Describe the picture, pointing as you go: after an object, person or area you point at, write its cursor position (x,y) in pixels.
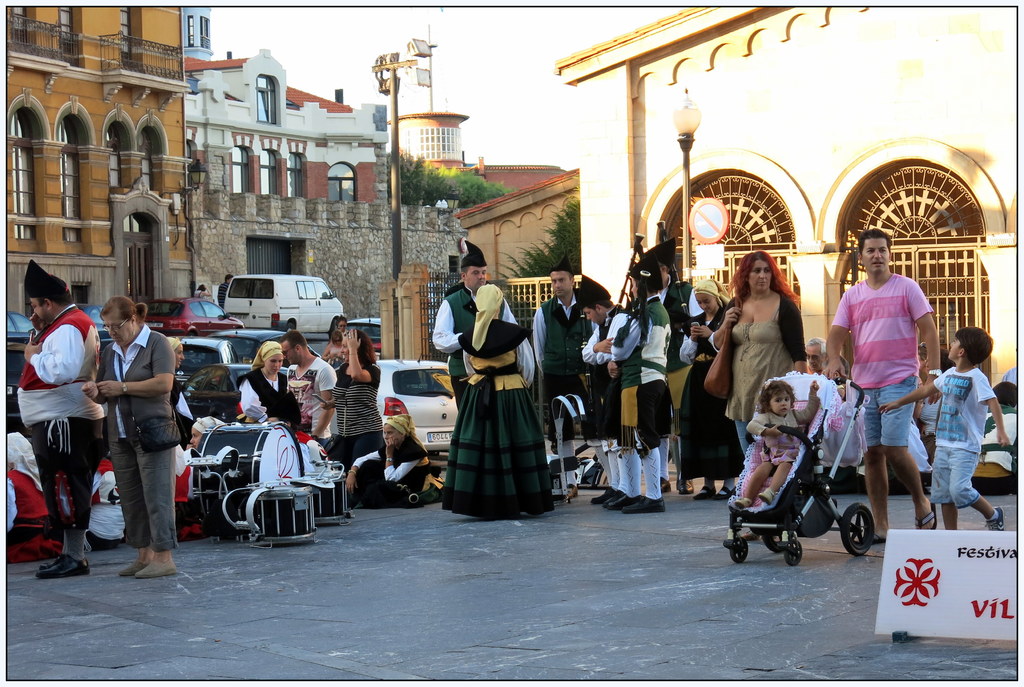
In this picture we can see many people (651,337) in different costumes (649,357) standing on the road (411,618).
